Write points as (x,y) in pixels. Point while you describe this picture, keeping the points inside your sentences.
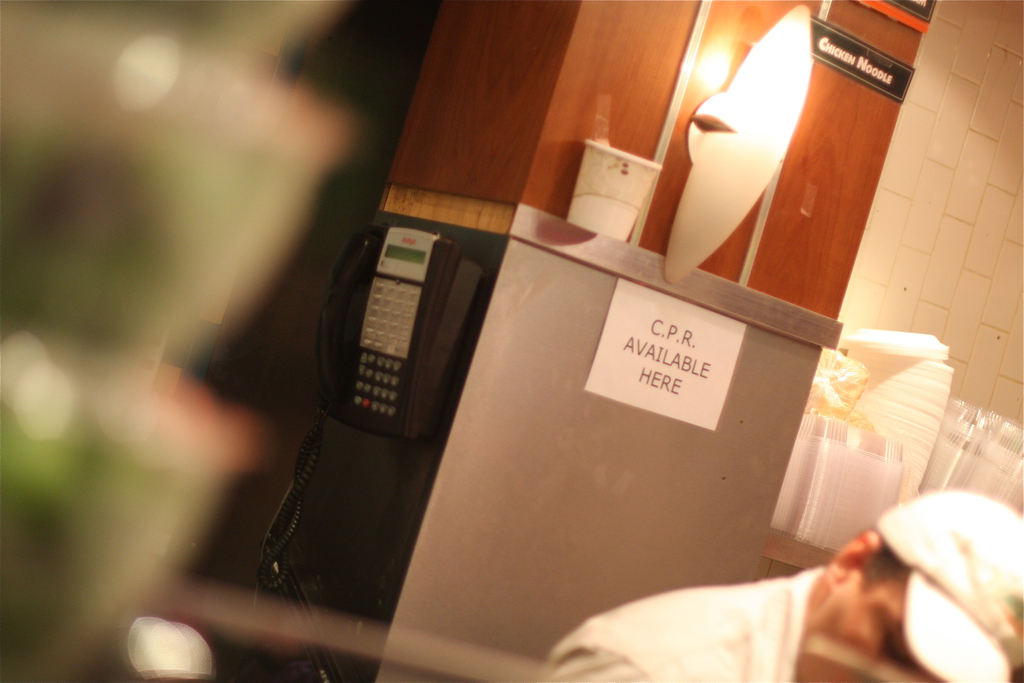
In this image I can see the person (759,628) with the cap (921,554). To the back of the person (648,608) I can see the pillar (650,433). To the pillar (557,328) I can see the telephone (391,344), paper (672,358), cup (601,187) and the board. To the side there are few objects (877,479) on the table (797,563). To the left (69,259) I can see the blurred image.
